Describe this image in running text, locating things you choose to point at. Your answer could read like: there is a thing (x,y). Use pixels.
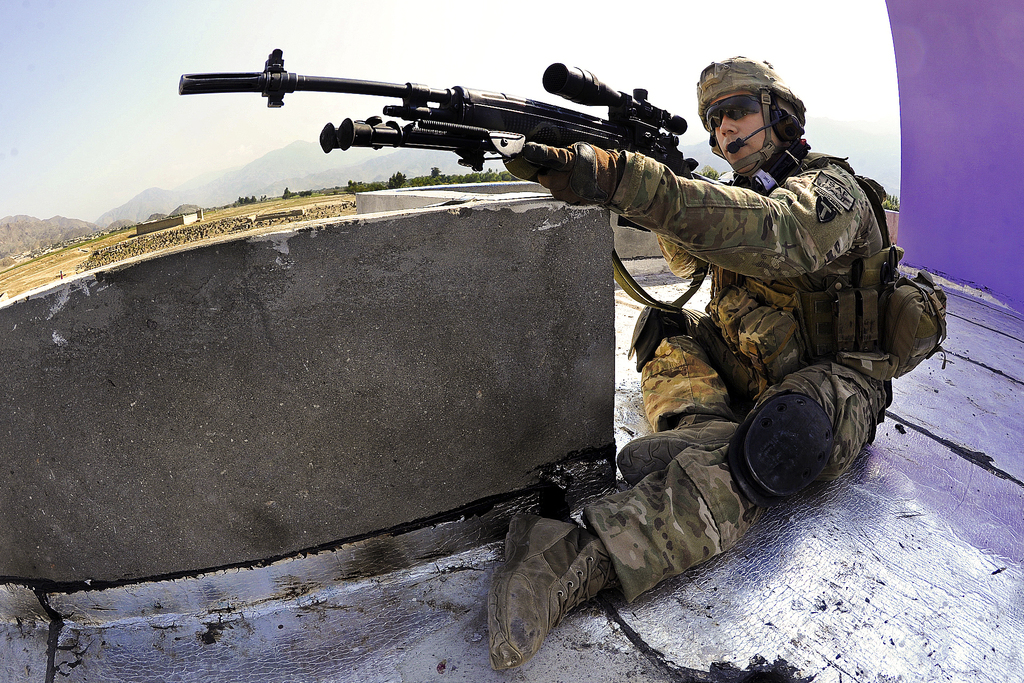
In the foreground of this image (706,310), there is a man (800,432) wearing jacket (873,308), knee pads (774,446), shoes (527,567) and helmet (770,107) is holding a gun (462,137) in his hand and he is also sitting on the rooftop surface (899,473). On the right top (982,113), there is a purple wall (984,111). In the background (448,168), there are trees (346,189), and, mountains (26,240) and the sky (102,68).
